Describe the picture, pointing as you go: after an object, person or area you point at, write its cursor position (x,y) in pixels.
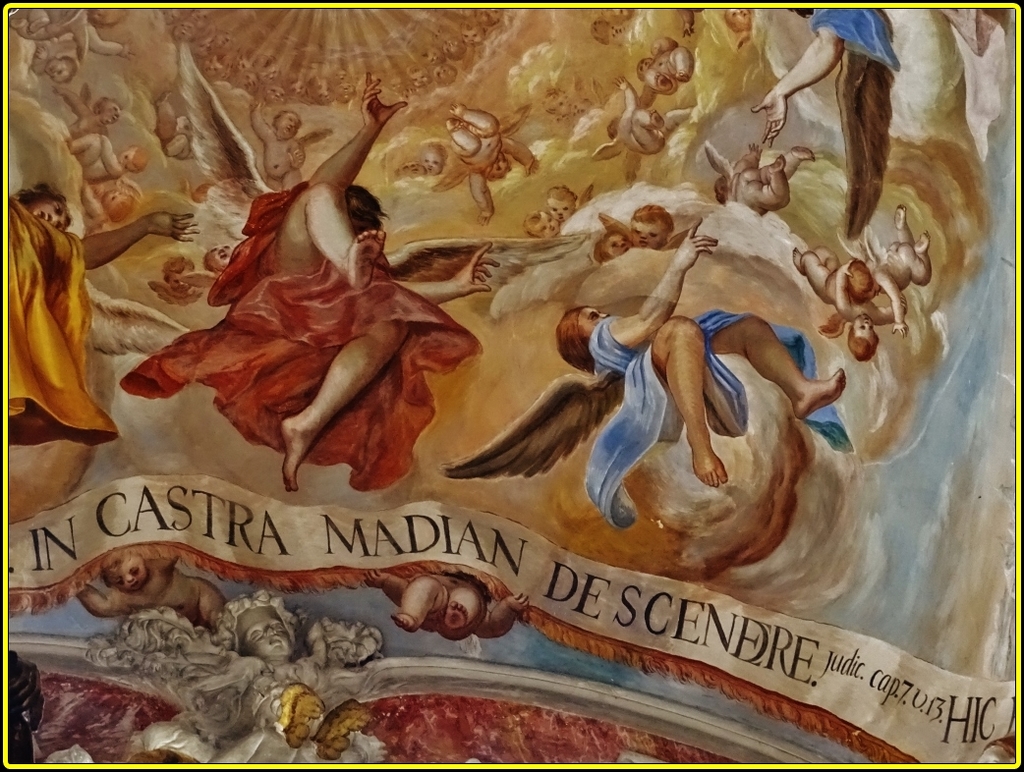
This is a painting and in this painting we can see some persons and text (375,533).
